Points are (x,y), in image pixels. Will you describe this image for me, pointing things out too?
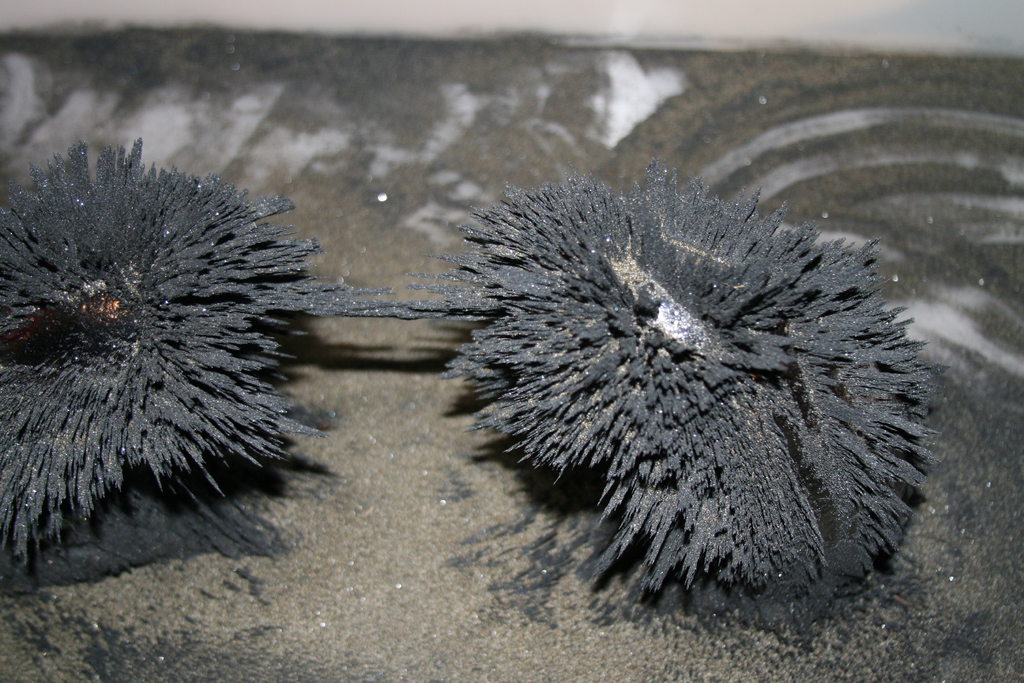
In this image I can see the magnet (526,289) and the black color object (484,346) which is sticking to each other. It is on the ash color surface (396,588).
